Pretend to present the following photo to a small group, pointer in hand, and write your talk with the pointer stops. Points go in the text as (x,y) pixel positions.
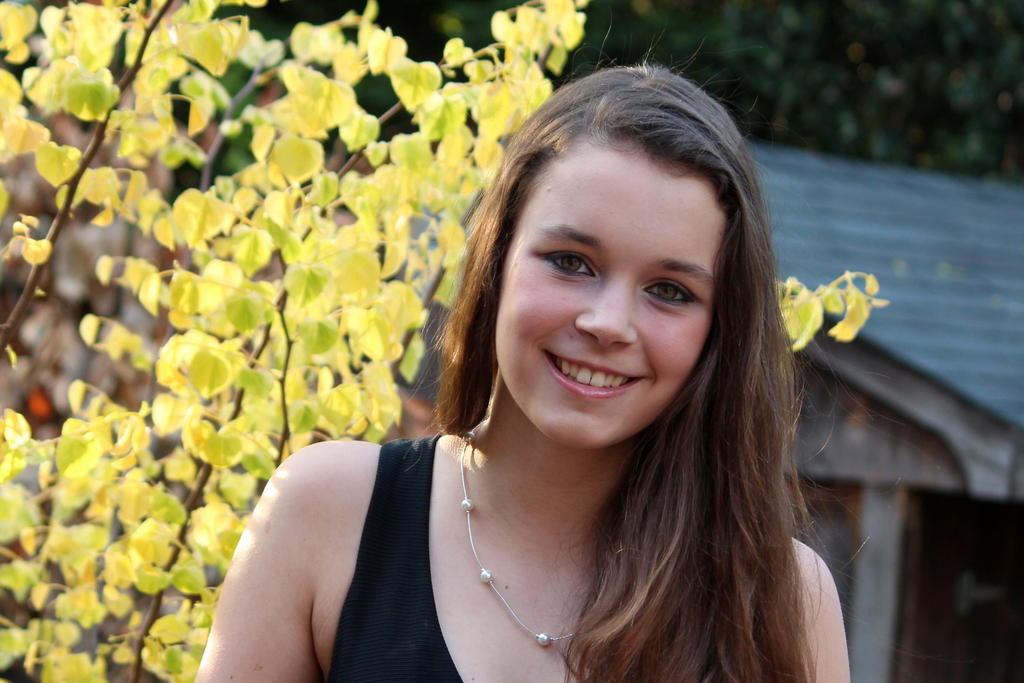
In this picture I can see a woman (569,325) smiling, and in the background (460,273) there are trees (993,92) and a house (849,439).
